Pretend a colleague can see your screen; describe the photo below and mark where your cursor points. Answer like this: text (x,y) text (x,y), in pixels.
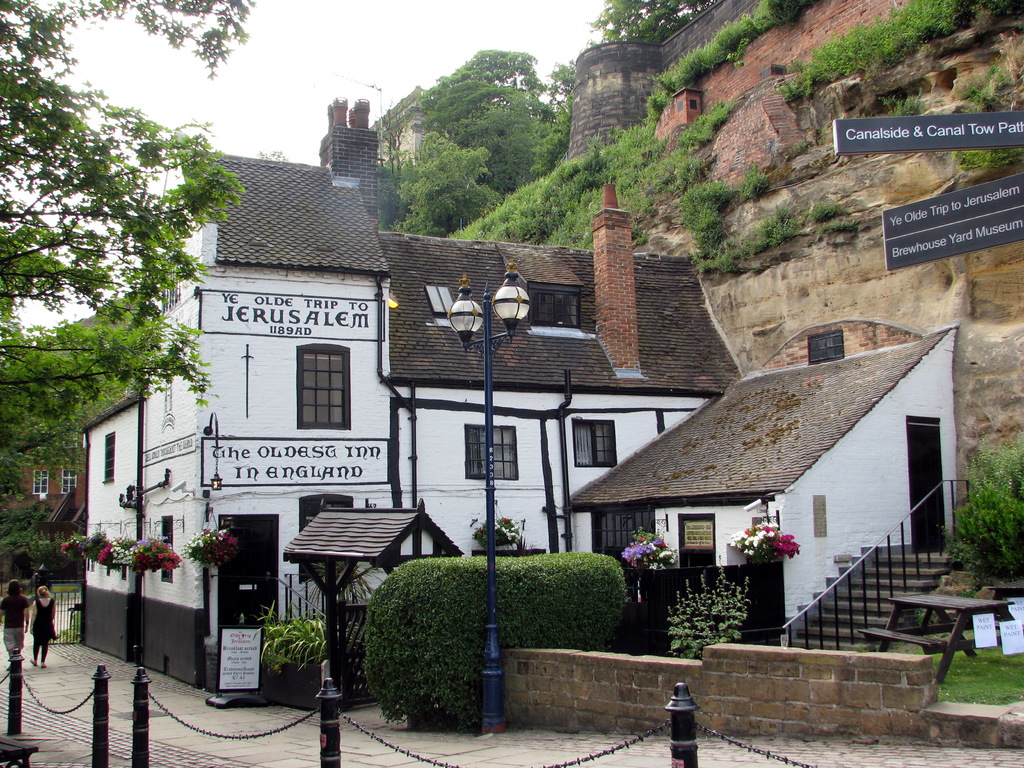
There are two people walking and we can see plants (462,610), poles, chains (374,737), boards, lights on pole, tree (12,105), bench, grass (1004,669), table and building (284,354). In the background (678,153) we can see trees (467,124), windows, wall (717,15), plants (658,150) and sky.
